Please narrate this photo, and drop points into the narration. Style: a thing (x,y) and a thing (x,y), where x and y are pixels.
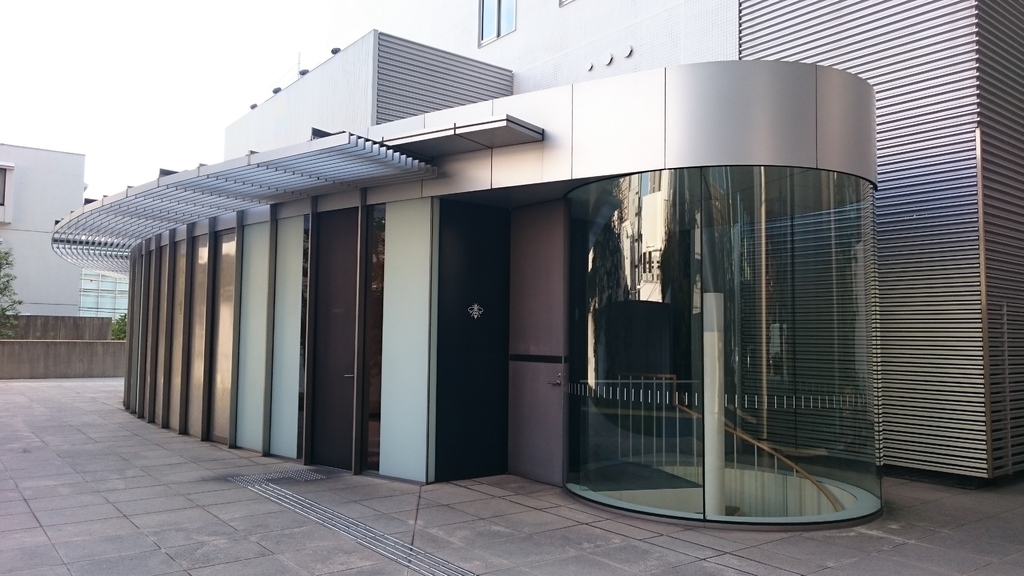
In the center of the image (397,213) we can see a building (688,274), stairs (719,456), glass (791,248), door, window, wall (591,132) are present. On the left side of the image (3,320) we can see bushes (119,318) are there. At the top of the image (160,52) sky (172,64) is there. At the bottom of the image (208,517) ground (204,509) is present.
